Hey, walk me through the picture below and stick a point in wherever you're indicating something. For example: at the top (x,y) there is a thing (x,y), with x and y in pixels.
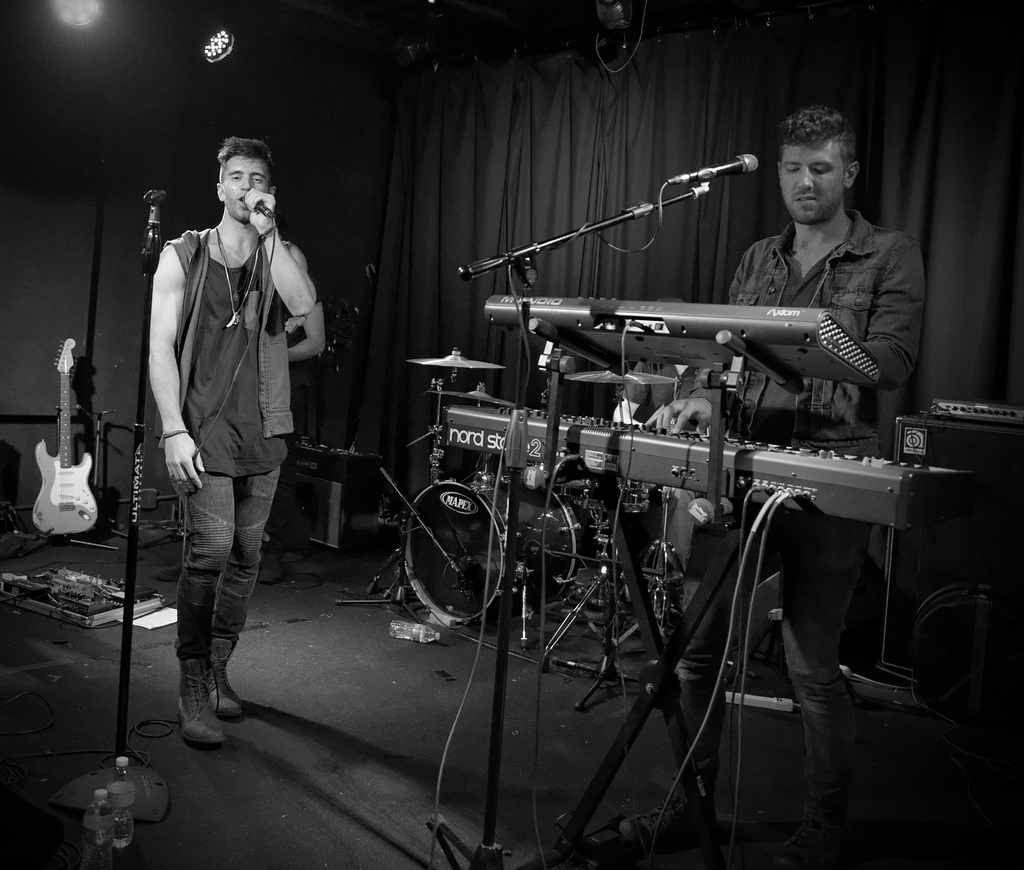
In the left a man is singing a song in the microphone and in the right (822,662) a man (802,662) is playing a musical instrument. Behind him there is a curtain (501,152).
